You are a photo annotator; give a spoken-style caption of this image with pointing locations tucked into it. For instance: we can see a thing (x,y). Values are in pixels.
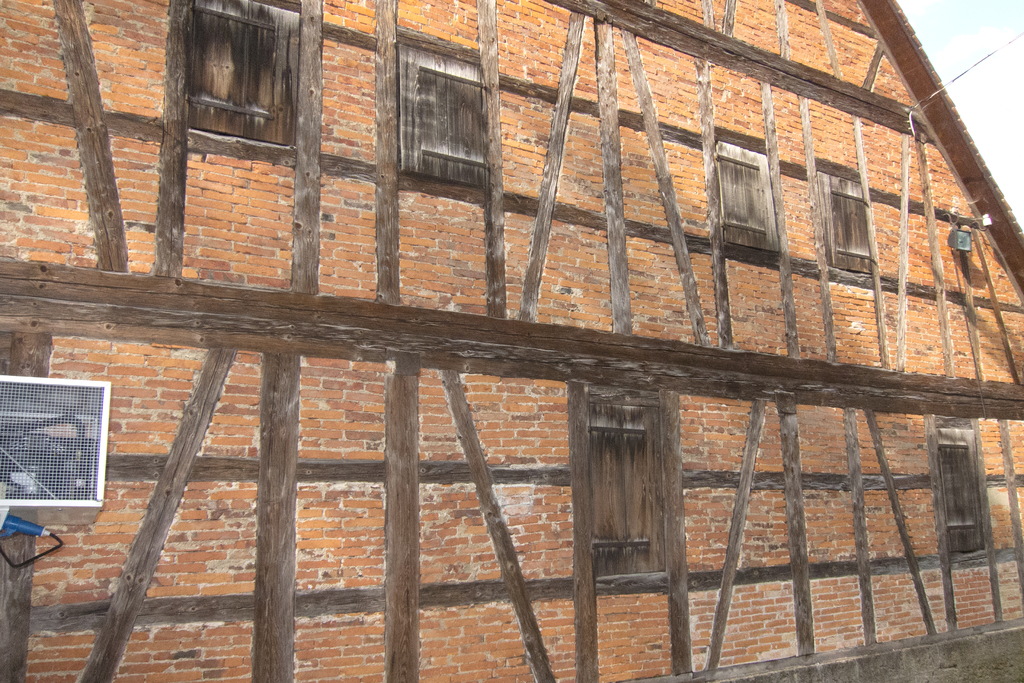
This image is taken outdoors. At the top of the image (974,46) there is the sky (958,46) with clouds (1017,108). In the middle of the image (395,410) there is a house (489,477) with walls (566,421), windows (722,174) and roof (963,141). On the left side of the image (50,469) there is an object (56,484).
